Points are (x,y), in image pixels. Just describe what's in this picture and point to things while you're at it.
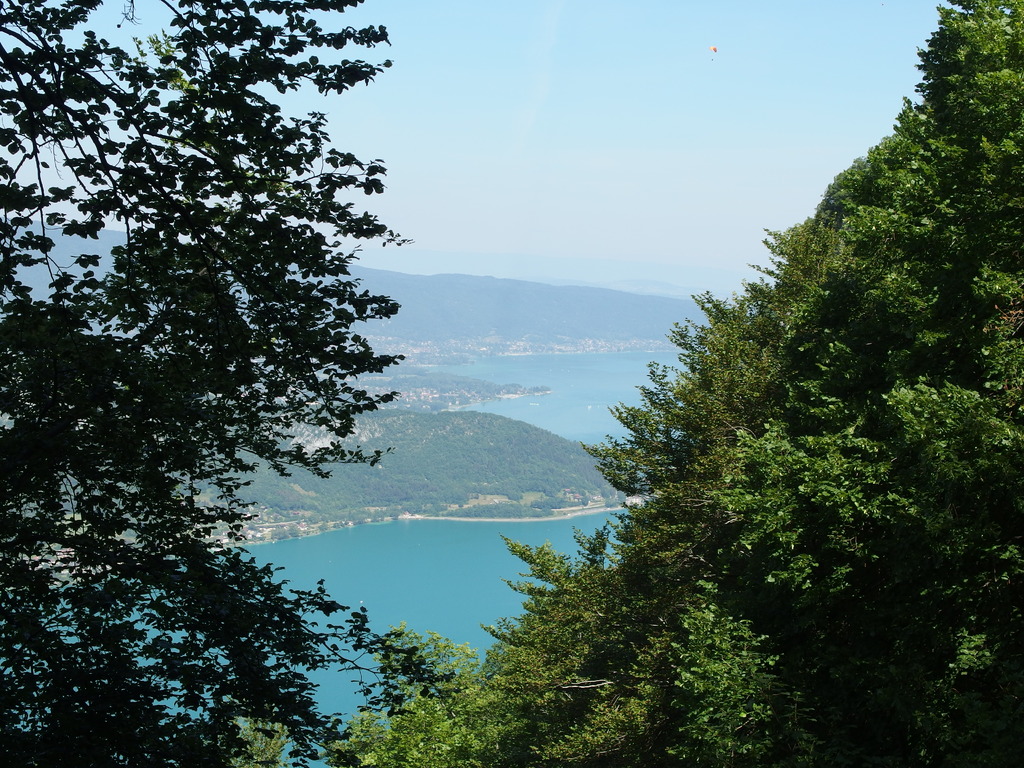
In the foreground of the picture (948,407) there are trees (16,619). In the center of the picture (520,325) there are hills (421,296) covered with trees (455,485) and there is a water body (569,408). At the top (623,82) it is sky (640,76).
